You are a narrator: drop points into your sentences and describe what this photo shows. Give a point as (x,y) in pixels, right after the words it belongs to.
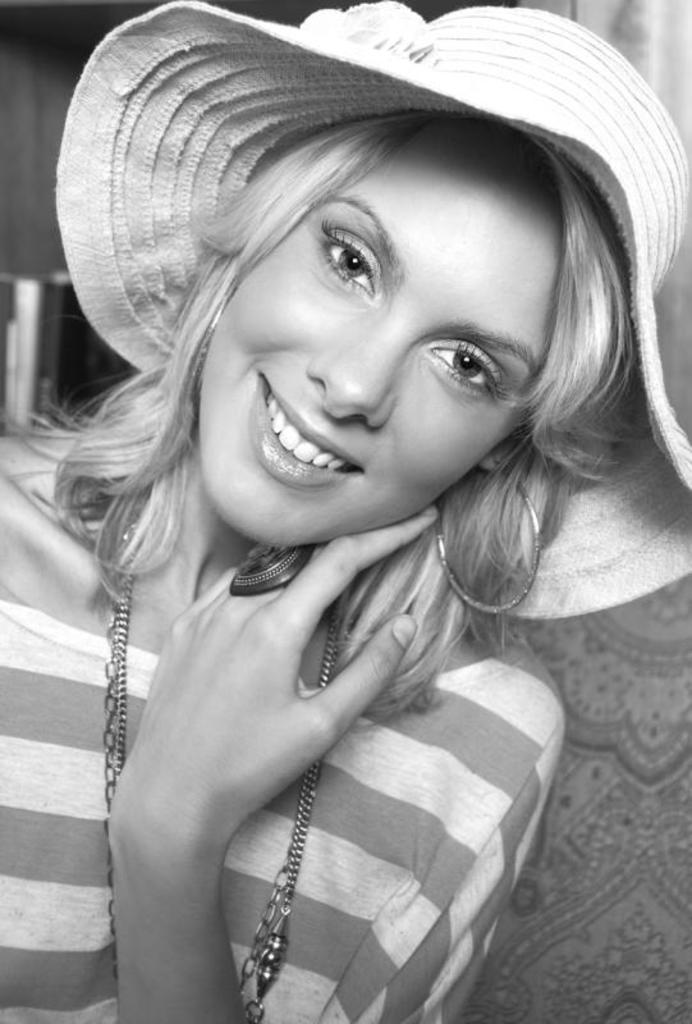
This image is a black and white image. This image is taken indoors. In the middle of the image (370,433) there is a girl (308,740) with a smiling face (352,353). She has worn a hat (631,598). On the right side of the image (576,906) there is a couch (533,905).
